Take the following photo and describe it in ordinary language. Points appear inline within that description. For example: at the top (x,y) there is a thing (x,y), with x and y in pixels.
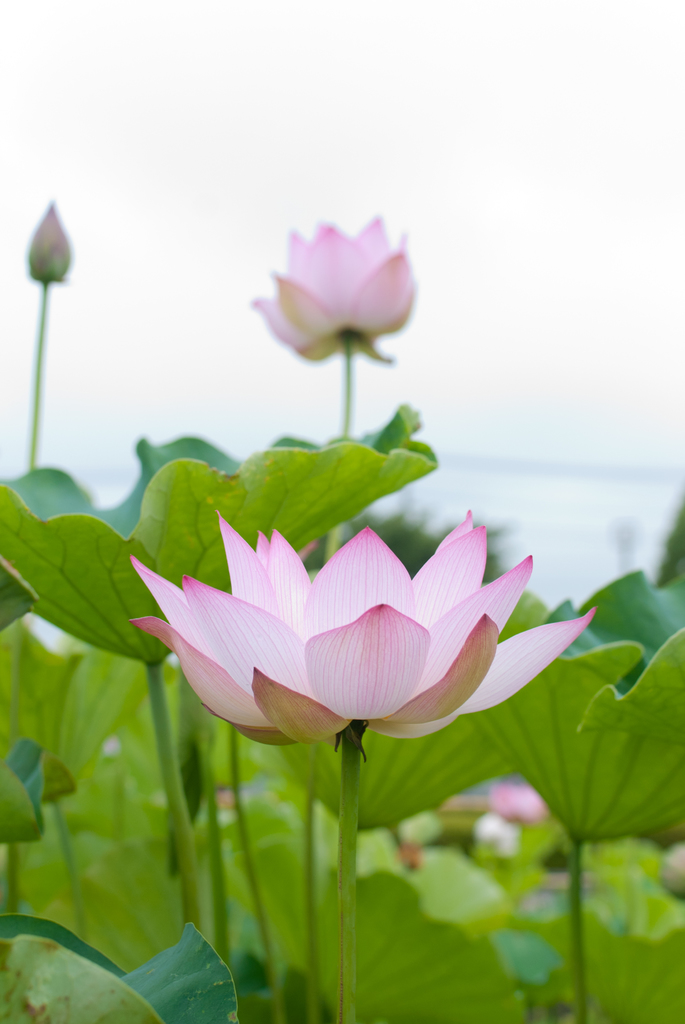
In this image there are plants (53,530) with lotus flowers (345,348), and there is blur background (424,60).
